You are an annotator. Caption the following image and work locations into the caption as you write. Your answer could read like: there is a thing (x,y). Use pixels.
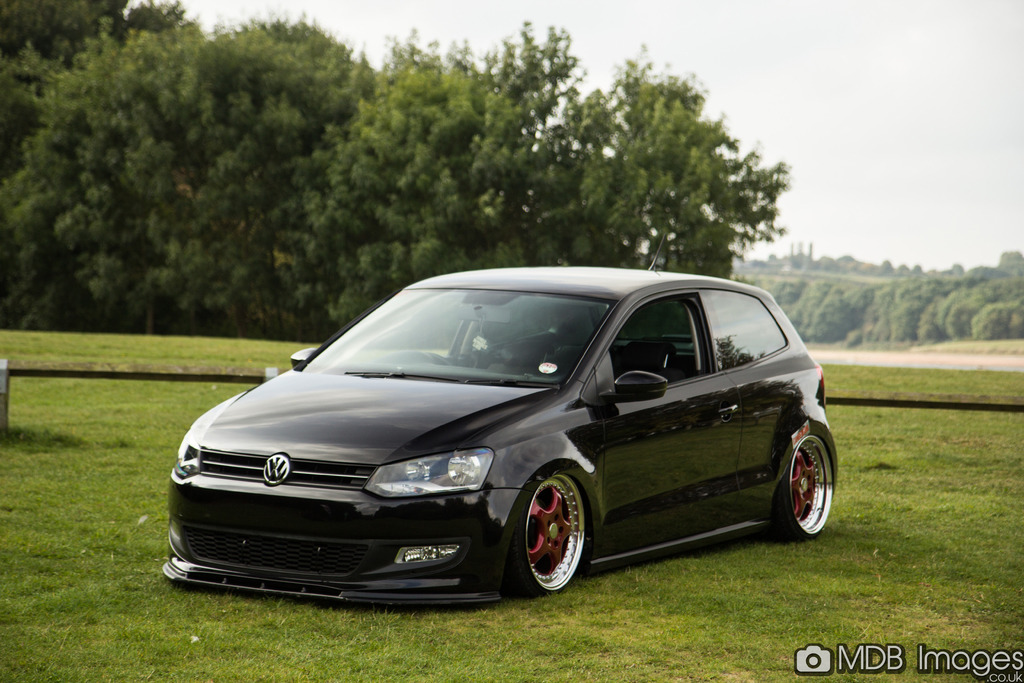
In this image I can see a black color car (594,407) and few trees (369,216). The sky (765,72) is in white color.
